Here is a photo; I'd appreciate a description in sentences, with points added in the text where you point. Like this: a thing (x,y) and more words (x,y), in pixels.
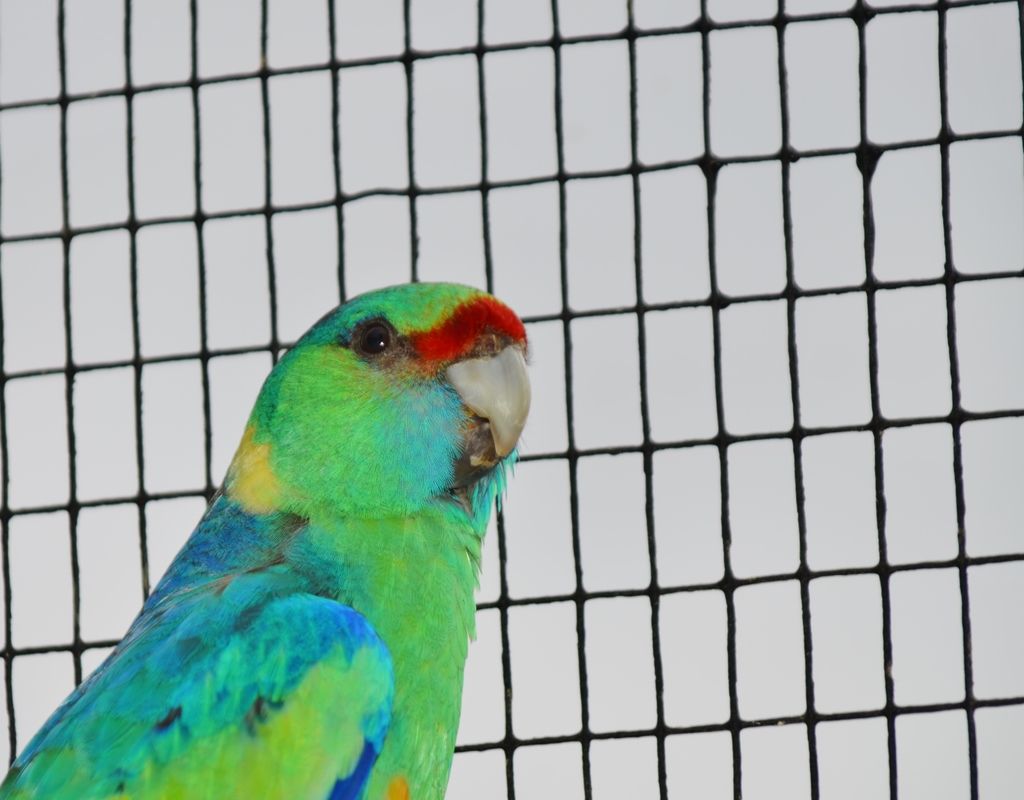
In the picture I can see the bird (420,548) which is in green, blue, red and in yellow color and is on the left side of the image (264,735). In the background (824,532), I can see the net (778,296).
